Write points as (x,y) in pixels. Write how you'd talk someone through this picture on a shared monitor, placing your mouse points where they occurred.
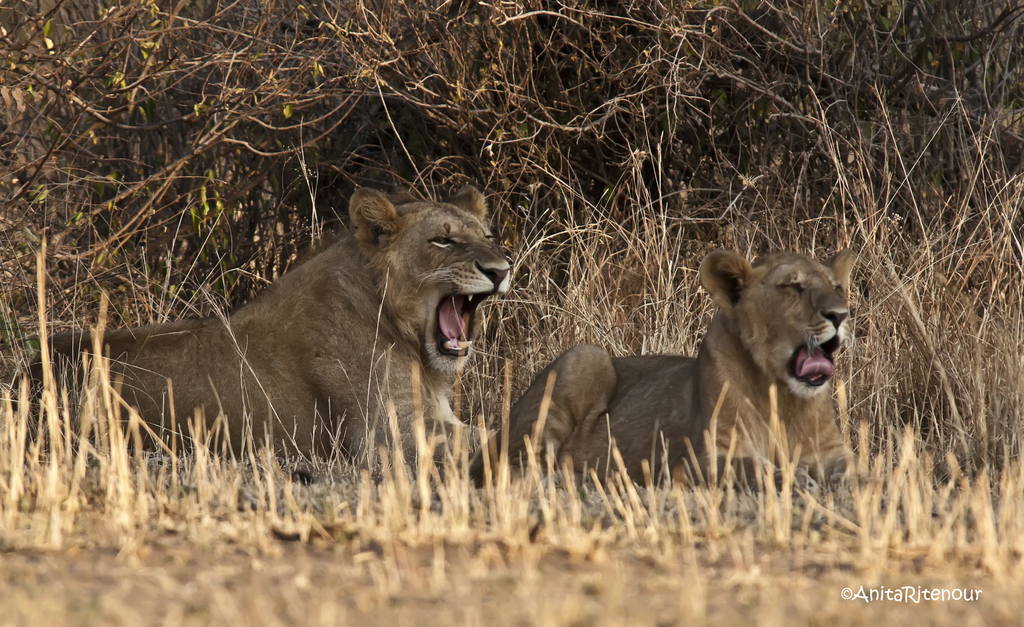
In this image we can see two lions (401,365) are sitting. At the bottom of the image (511,522), we can see dry grass (636,522). In the background (792,129), we can see plants (593,123). There is a watermark (917,594) in the right bottom of the image (911,597).
